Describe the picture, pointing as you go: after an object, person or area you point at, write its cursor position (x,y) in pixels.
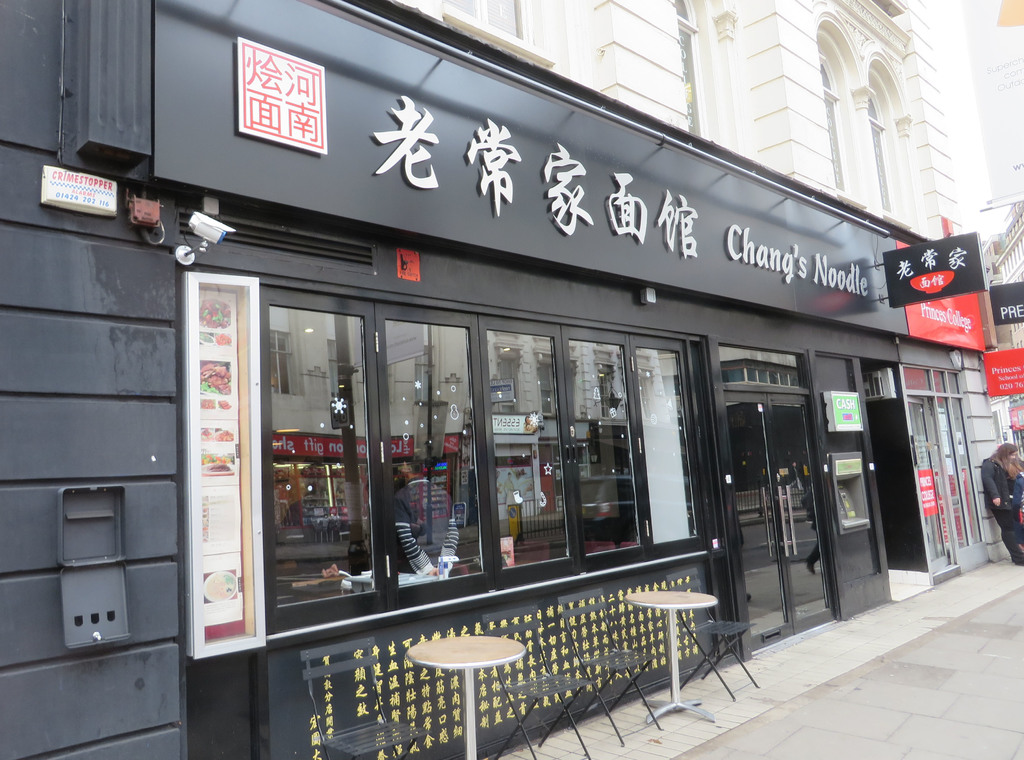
In this image there is a building (868,20) having few boards (773,225) attached to the wall (6,477). There are windows (526,466) and doors (742,487) to the wall (55,487). Few chairs (609,653) and tables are on the pavement (1006,656). Right side (1010,515) a person (1000,500) is standing on the pavement (951,596). From the window (391,531) a person (405,535) and few objects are visible. On the window (300,415) there is a reflection (402,424) of a building (428,381).
